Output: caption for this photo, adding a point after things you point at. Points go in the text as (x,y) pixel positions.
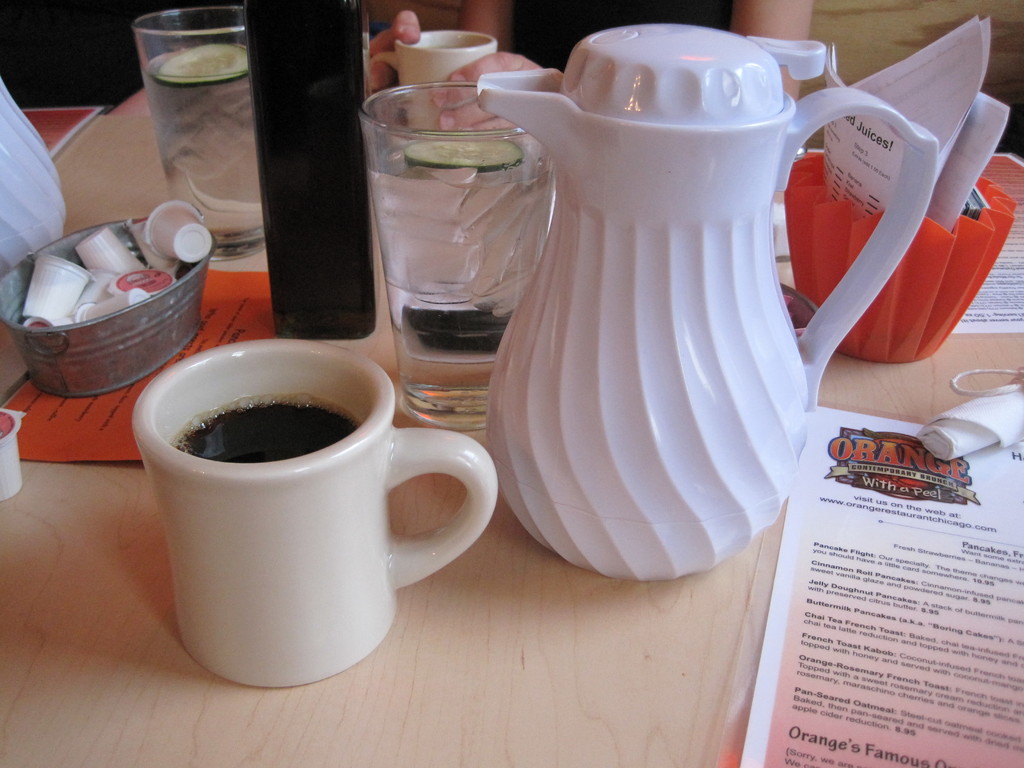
This is coffee (245,408) in the cup (286,532), this is kettle (660,243), this is water (443,198) in the glass (440,221), this is paper (837,561), here a person (588,20) is sitting, this is cucumber (457,161), these are glasses (462,300).
